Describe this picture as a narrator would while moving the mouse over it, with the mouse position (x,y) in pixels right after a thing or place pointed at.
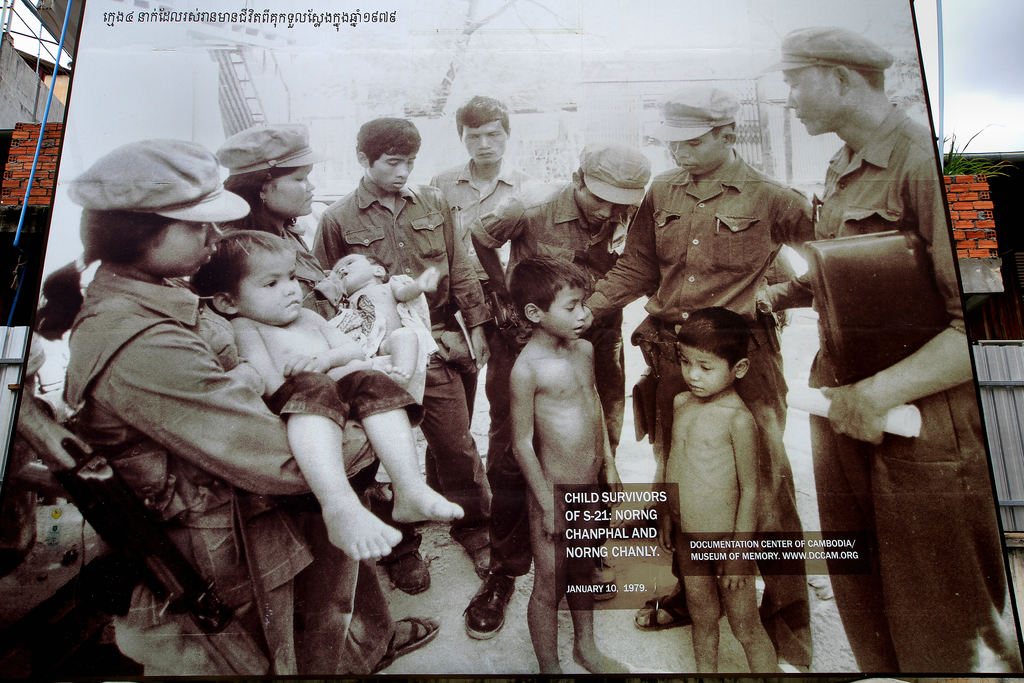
In this image we can see some poster (346,409) in which there are some persons (132,343) wearing similar dress (146,337) standing and some are carrying weapons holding kids (246,321) in their hands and we can see some kids (603,440) who are naked and in the background of the image (35,140) there is a wall (988,273).
